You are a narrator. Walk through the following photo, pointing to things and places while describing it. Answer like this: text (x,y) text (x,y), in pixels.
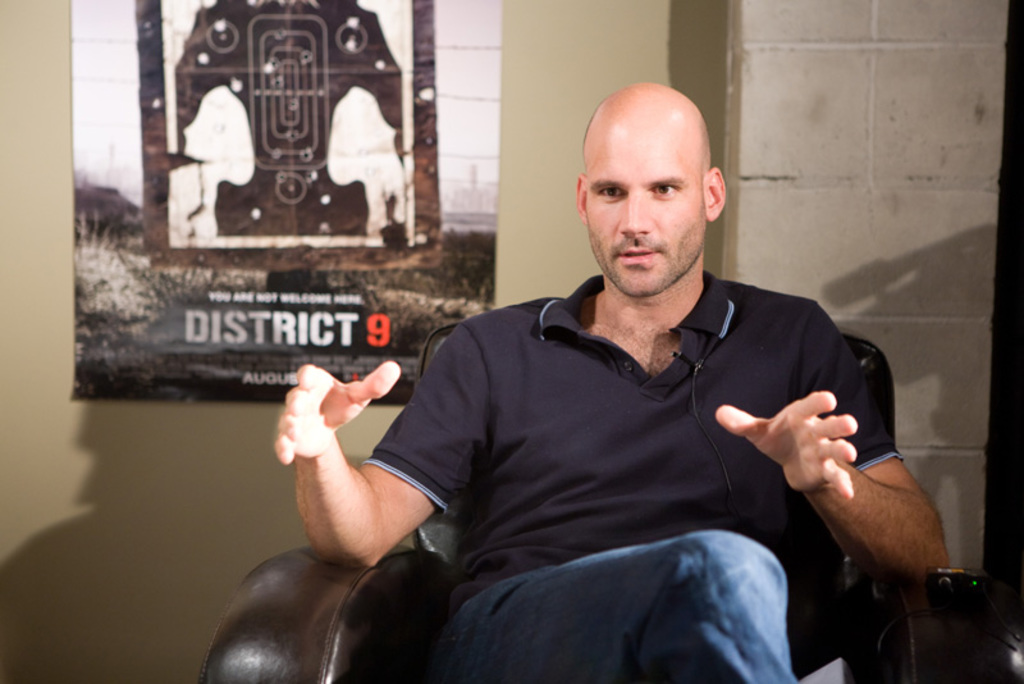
here we see a man (338,548) seated on the chair (278,671) and speaking and we see a poster (85,344) on the wall (22,39) back of him.
